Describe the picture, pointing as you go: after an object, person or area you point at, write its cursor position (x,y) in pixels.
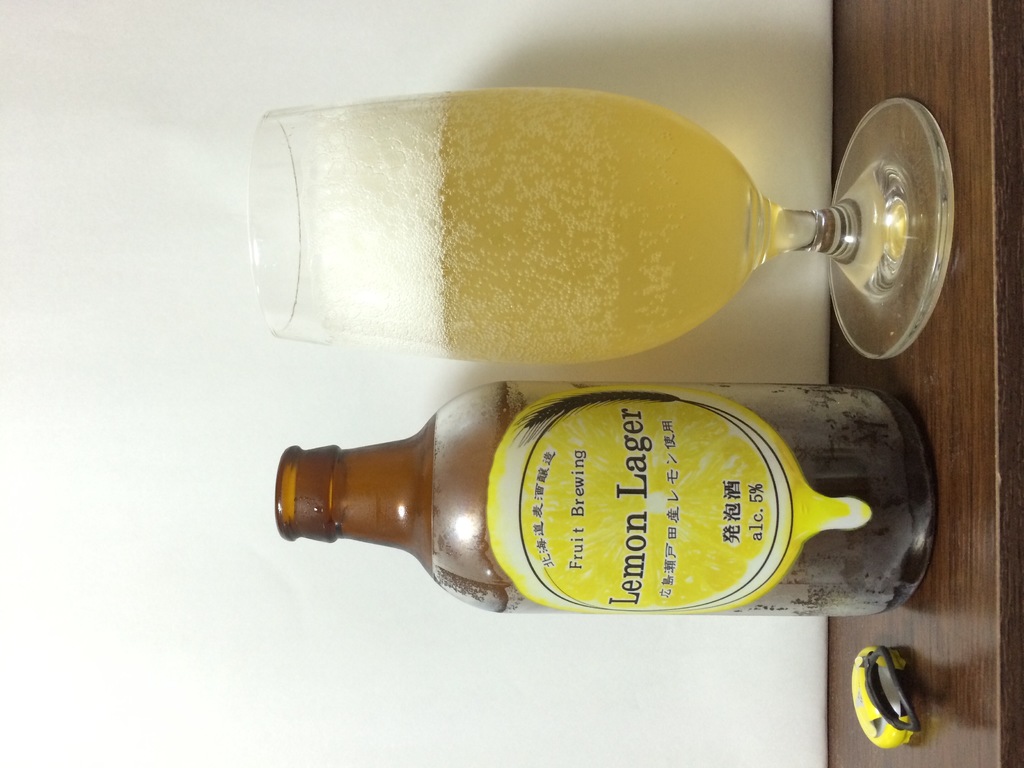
In this image we can see a glass (754,221) and bottle (558,526) is kept on a wooden surface (1012,498).
